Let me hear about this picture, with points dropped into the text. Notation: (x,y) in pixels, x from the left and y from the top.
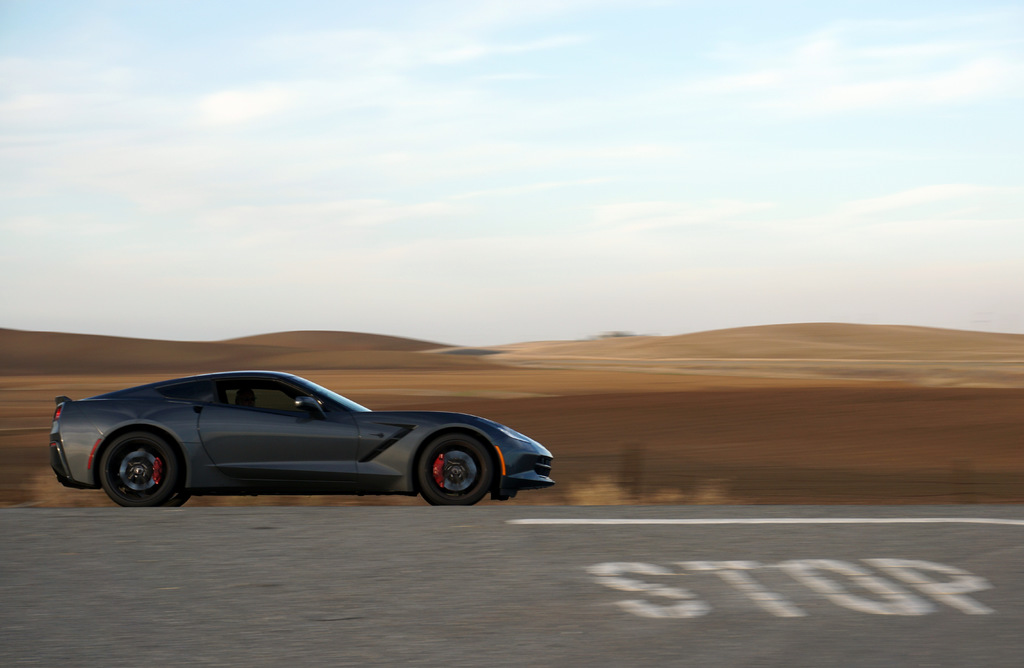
In the center of the image (488,419) there is a car (120,401) on the road (740,535). In the background of the image (451,401) there is sand (460,396) and sky (707,224).
